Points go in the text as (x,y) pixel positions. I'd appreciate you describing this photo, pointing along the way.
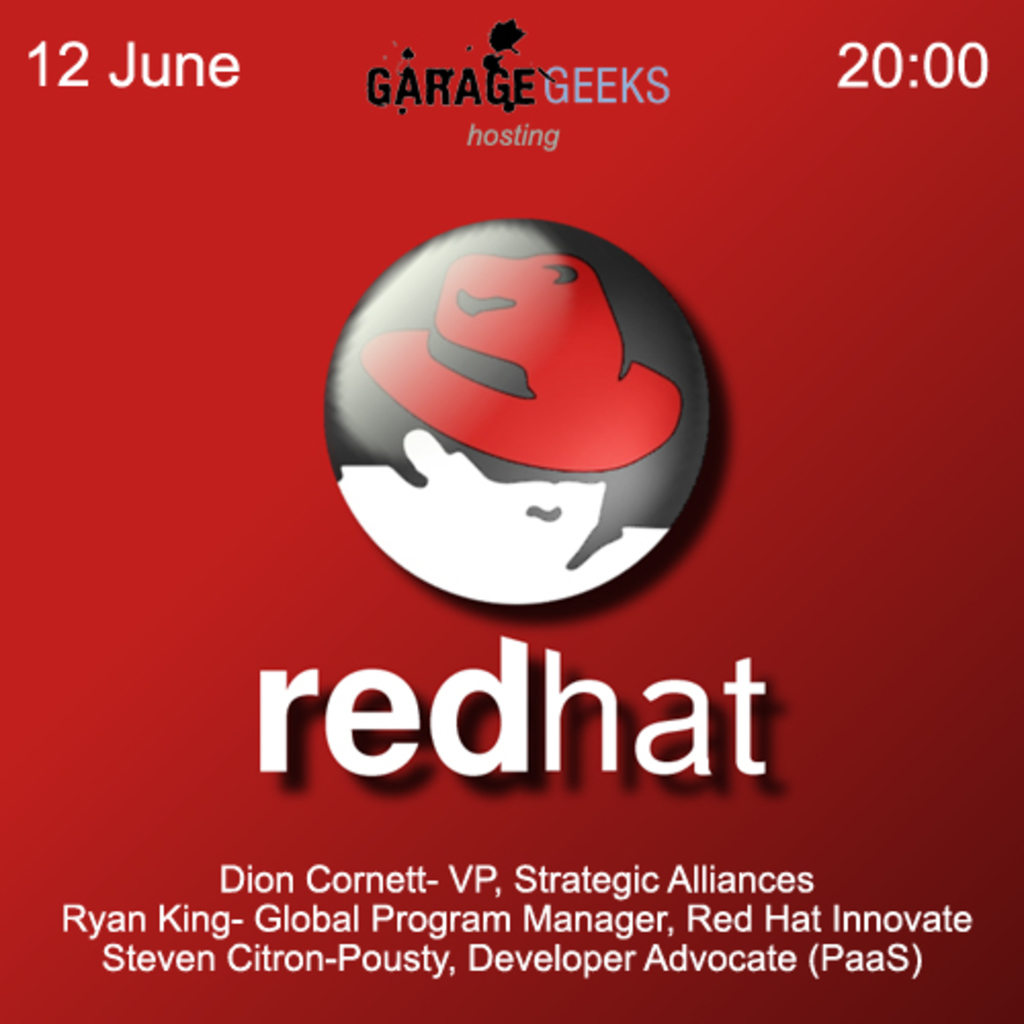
This is a poster (535,382) in this image in the center (535,411) there is a logo (524,298), and at the top (49,76) and bottom of the image (433,918) there is text (69,78).
